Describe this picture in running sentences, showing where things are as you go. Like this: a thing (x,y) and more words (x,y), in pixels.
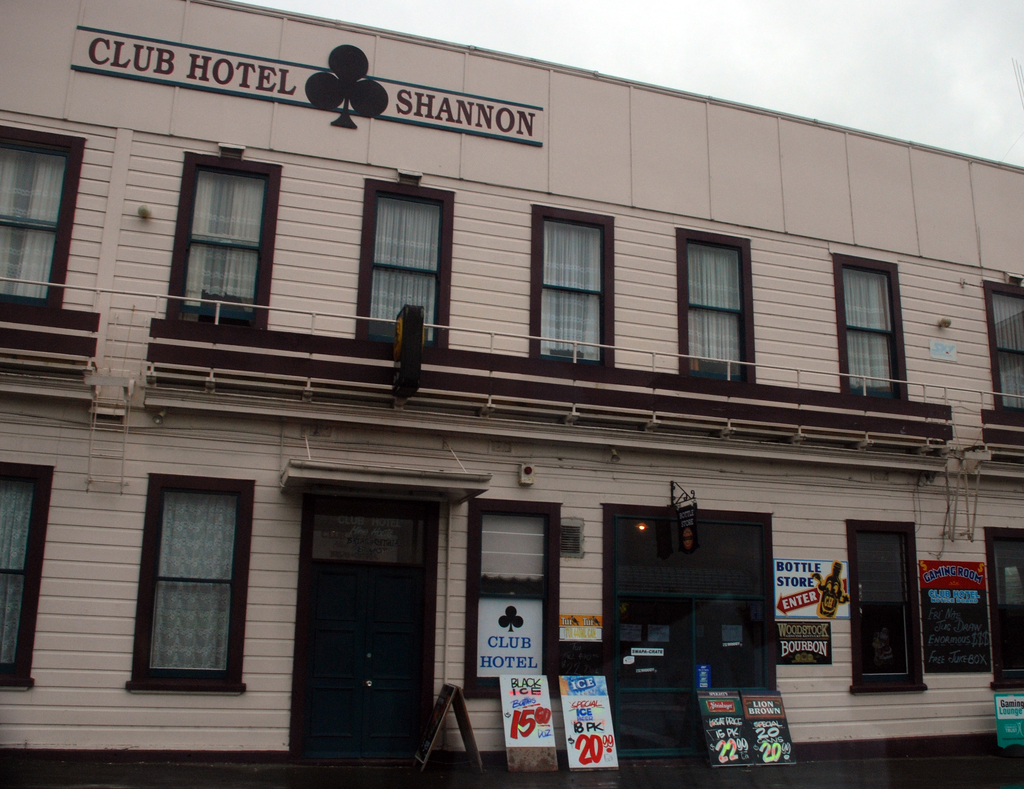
In this picture we can see a hotel (559,186) named as "CLUB HOTEL SHANNON". We can see windows (573,233). There are boards (594,647) near to this hotel (642,333). At the top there is a sky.
